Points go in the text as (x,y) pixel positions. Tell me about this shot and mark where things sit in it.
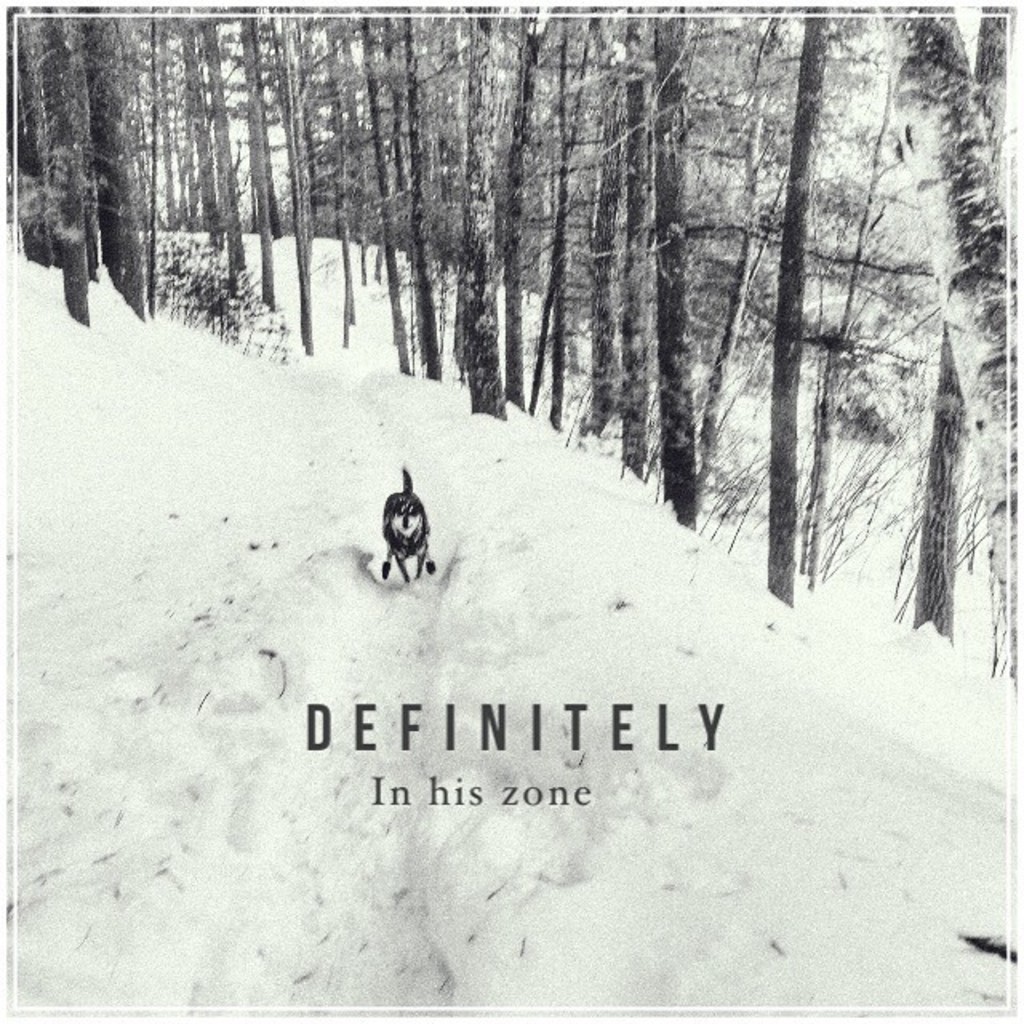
In this picture we can see an animal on snow (265,728) and in the background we can see trees (540,247).
